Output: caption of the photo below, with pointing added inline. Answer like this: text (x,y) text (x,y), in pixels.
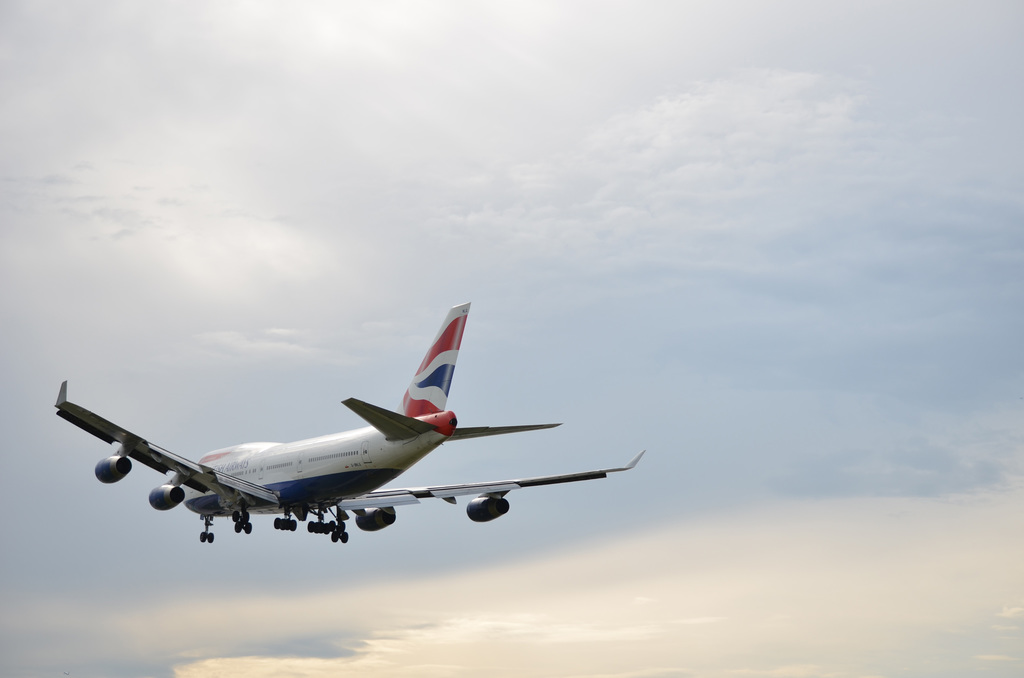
In this image, we can see an aircraft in the air (760,455), we can see the sky (597,104).
